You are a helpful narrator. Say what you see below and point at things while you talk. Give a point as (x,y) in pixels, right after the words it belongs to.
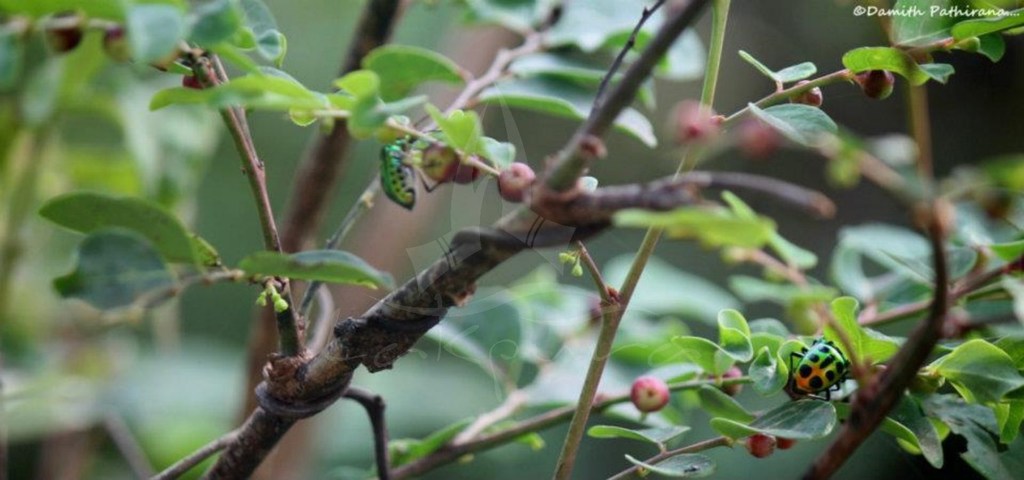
In this image we can see bugs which are on branches (498,258) of plants (370,33) and there are some leaves (167,26) and fruits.
